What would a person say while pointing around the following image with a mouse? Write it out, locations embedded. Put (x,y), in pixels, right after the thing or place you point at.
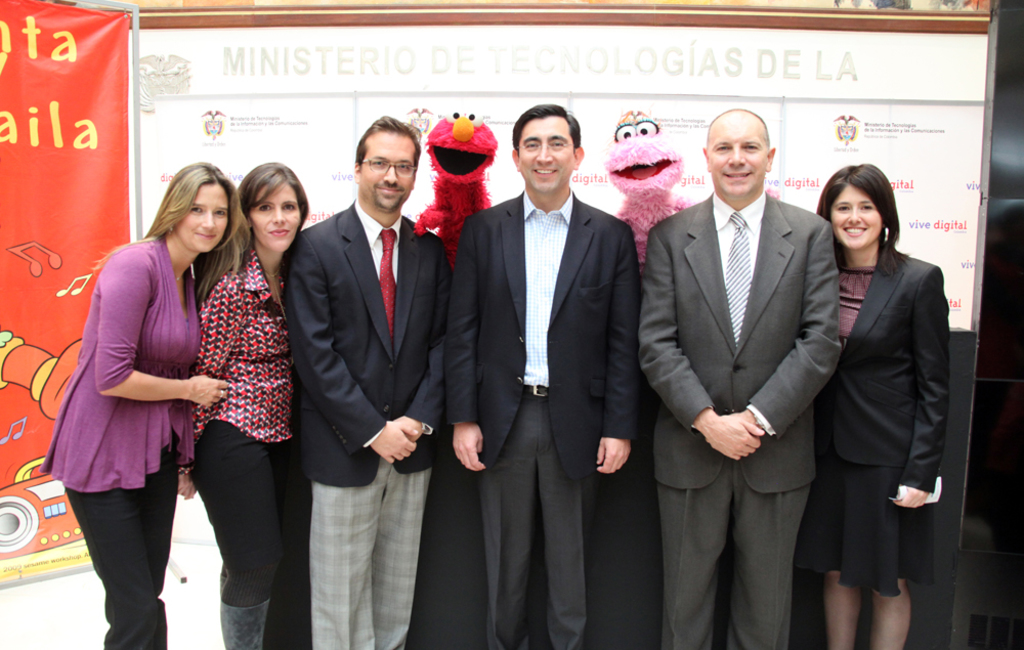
In this picture there are people (456,343) standing and we can see mascots (629,161). In the background of the image (419,185) we can see board (359,98) and banner (15,115).
